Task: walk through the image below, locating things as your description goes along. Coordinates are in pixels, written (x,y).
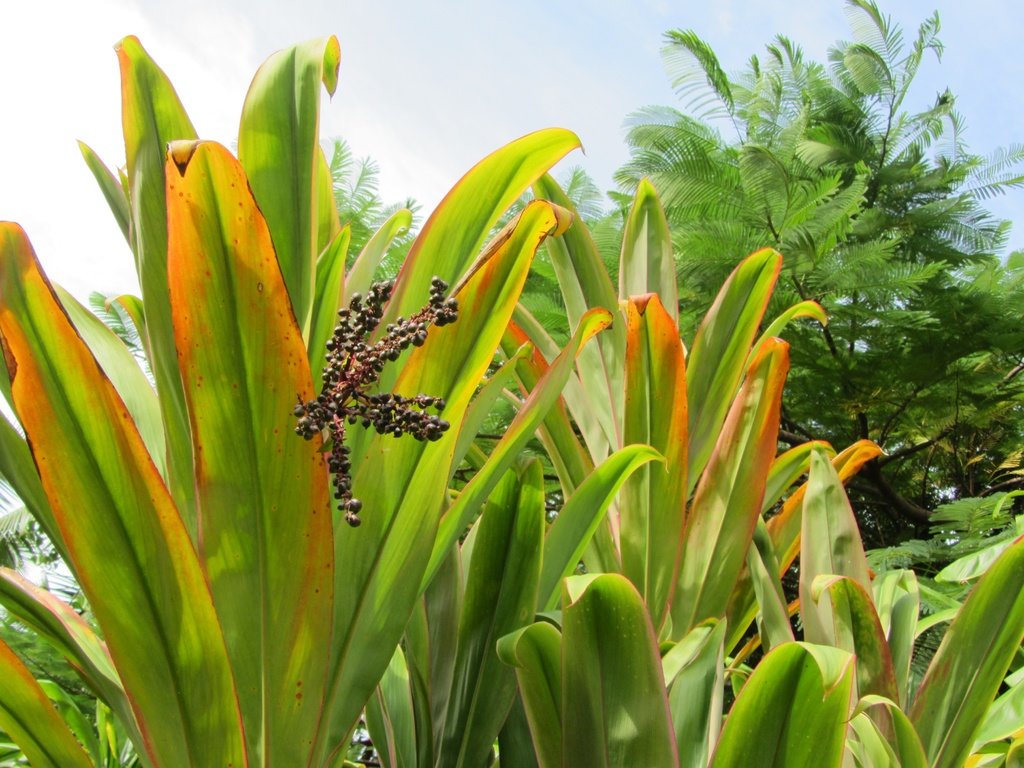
There are plants (435,591) having green color leaves (725,572). In the background (921,215), there are trees (928,228) and there are clouds (156,36) in the blue sky (601,38).
